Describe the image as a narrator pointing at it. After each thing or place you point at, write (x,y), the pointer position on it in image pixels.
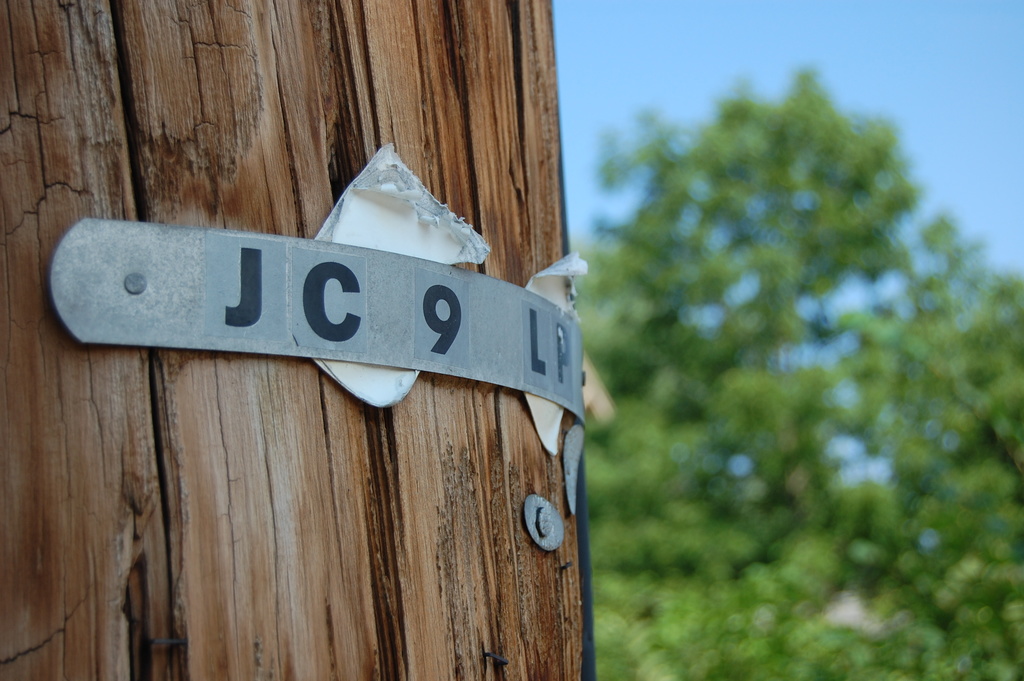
On the left side of this image (223,84) I can see a trunk (265,459) to which a metal board (328,310) and some papers (412,240) are attached. In the background (799,466) there is a tree (751,358). On the top of the image (854,46) I can see the sky (897,44).
